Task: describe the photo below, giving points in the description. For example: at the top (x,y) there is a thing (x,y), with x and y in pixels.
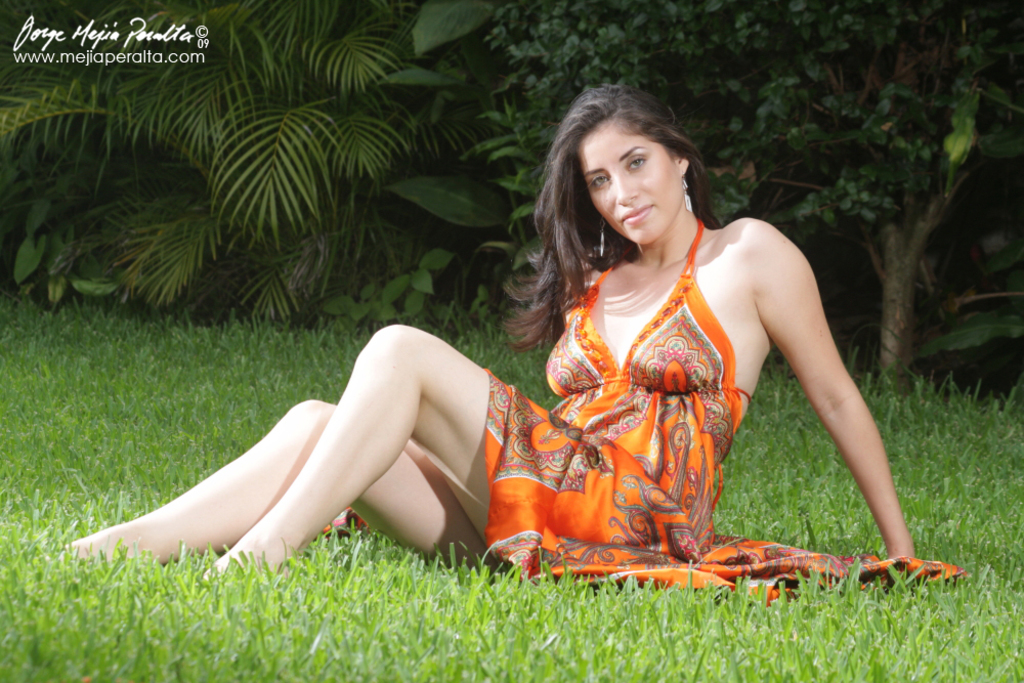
In this image we can see a lady (692,466) is wearing orange color dress (614,539) and sitting on the grass (442,658) and maybe she is giving a pose to a photograph. In the background of the image (471,76) we can see trees (333,103).
